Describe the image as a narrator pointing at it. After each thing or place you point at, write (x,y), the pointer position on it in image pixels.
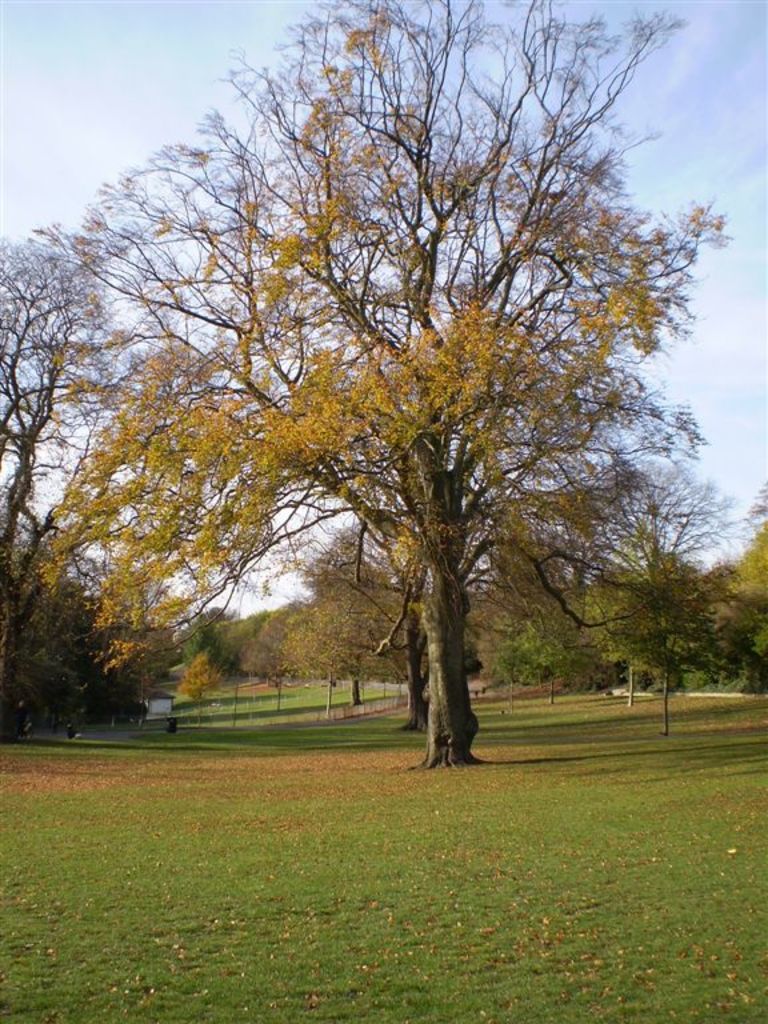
In this picture we can see the tree (434,523) in the garden (413,758). Behind we can see many trees (593,636).
